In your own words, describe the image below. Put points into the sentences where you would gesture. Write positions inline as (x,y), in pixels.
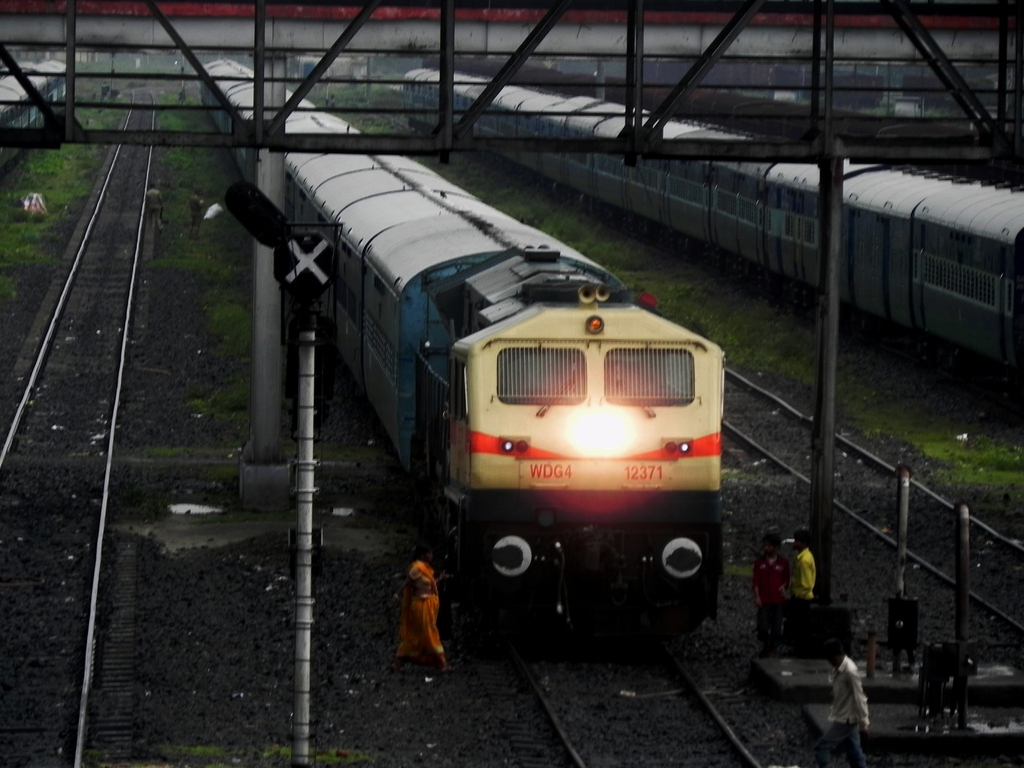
In this picture there is train (714,426) in the center of the image (468,469) and there is another train (956,236) on the right side of the image (882,180), there are people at the bottom side of the image (771,572) and there are poles (300,666) in the image.
